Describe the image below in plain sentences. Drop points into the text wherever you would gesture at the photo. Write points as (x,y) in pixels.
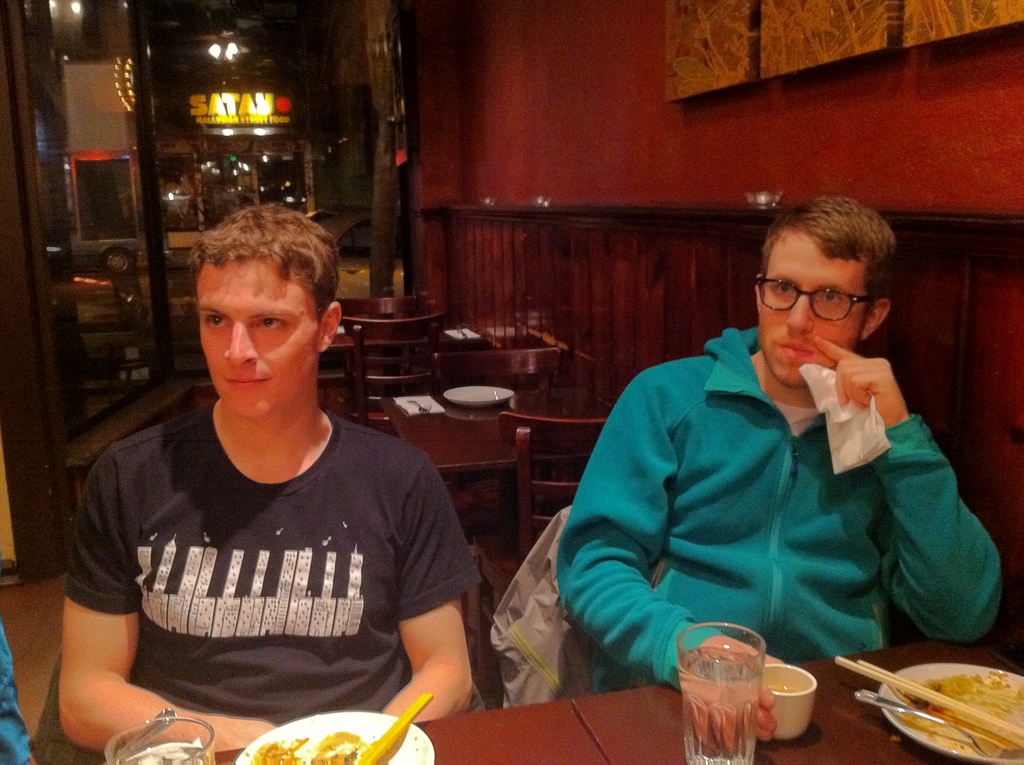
This image is clicked in a restaurant (512,402). There are so many tables (498,755) and chairs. There are two people (668,552) sitting on that chair (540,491) near the table (587,732). On table (449,750) there are plates (262,739), glasses (173,735), spoons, chopsticks (383,743) and Cup (792,704). The person (825,573) who is on the right side (825,573) is wearing blue dress (722,514) and the one who is on the left side (282,592) is wearing black t-shirt (265,563). There are lights (225,131) on the top (281,108).
